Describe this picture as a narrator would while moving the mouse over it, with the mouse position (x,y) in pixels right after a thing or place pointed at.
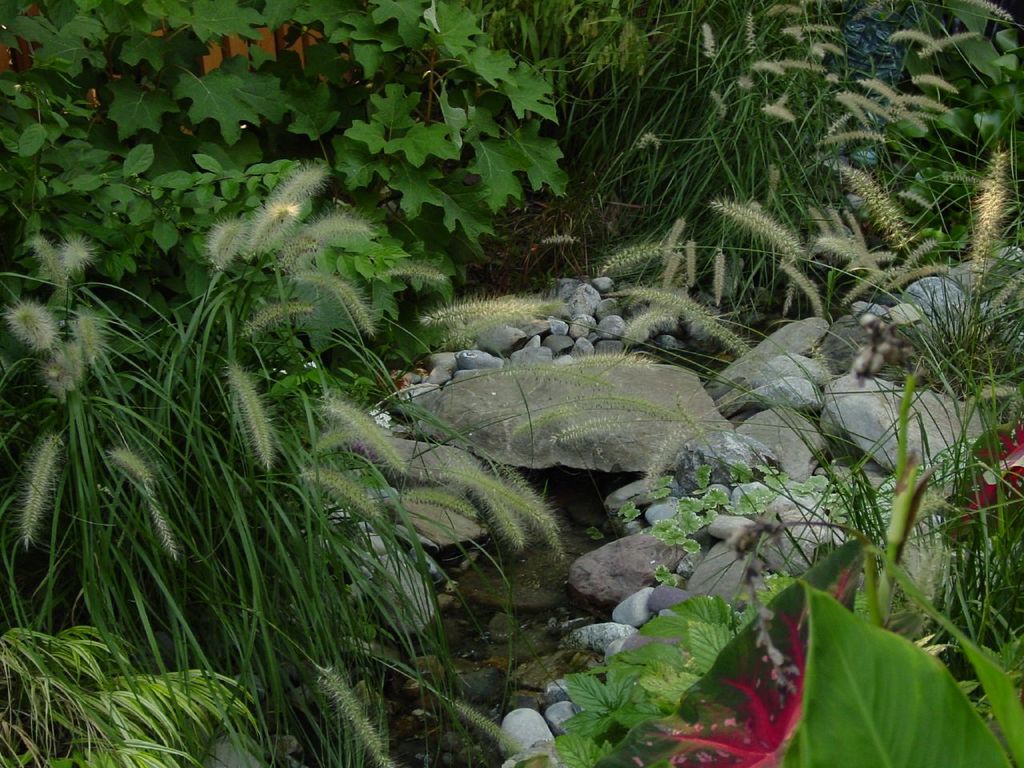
In this image there are plants (136,211) and stones (753,465).
